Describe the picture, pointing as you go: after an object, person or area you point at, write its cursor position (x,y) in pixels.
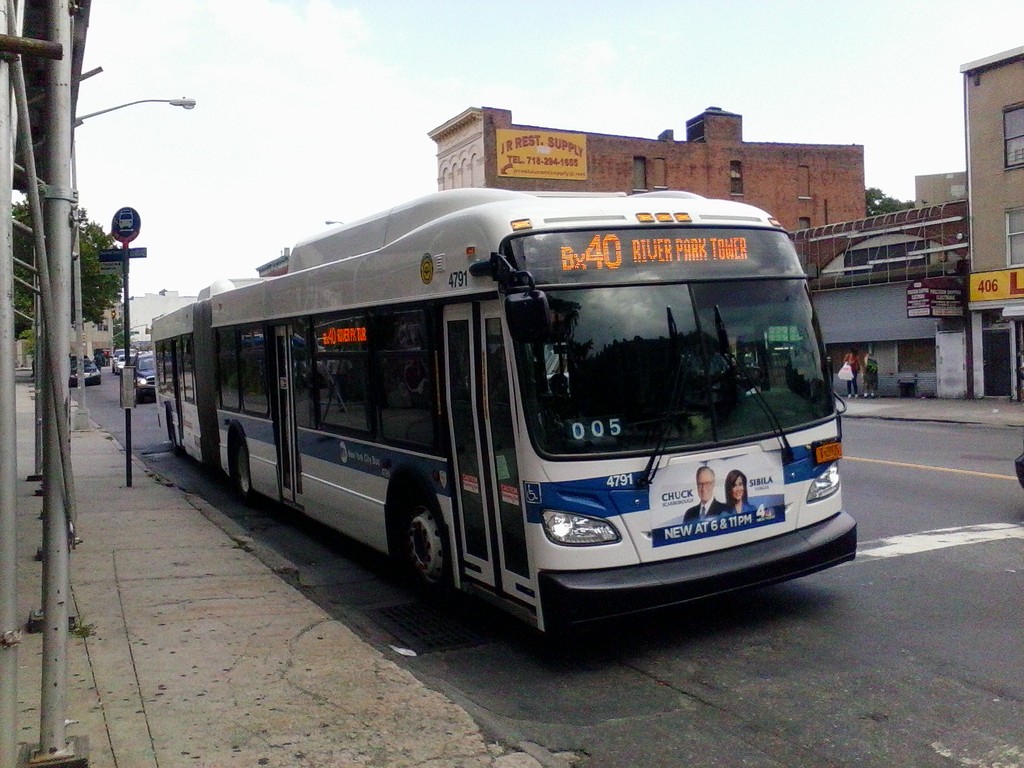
Here there are vehicles (483,377) on the road (932,636), here there are buildings (855,210), this is a tree (96,273) and a sky (386,111).
